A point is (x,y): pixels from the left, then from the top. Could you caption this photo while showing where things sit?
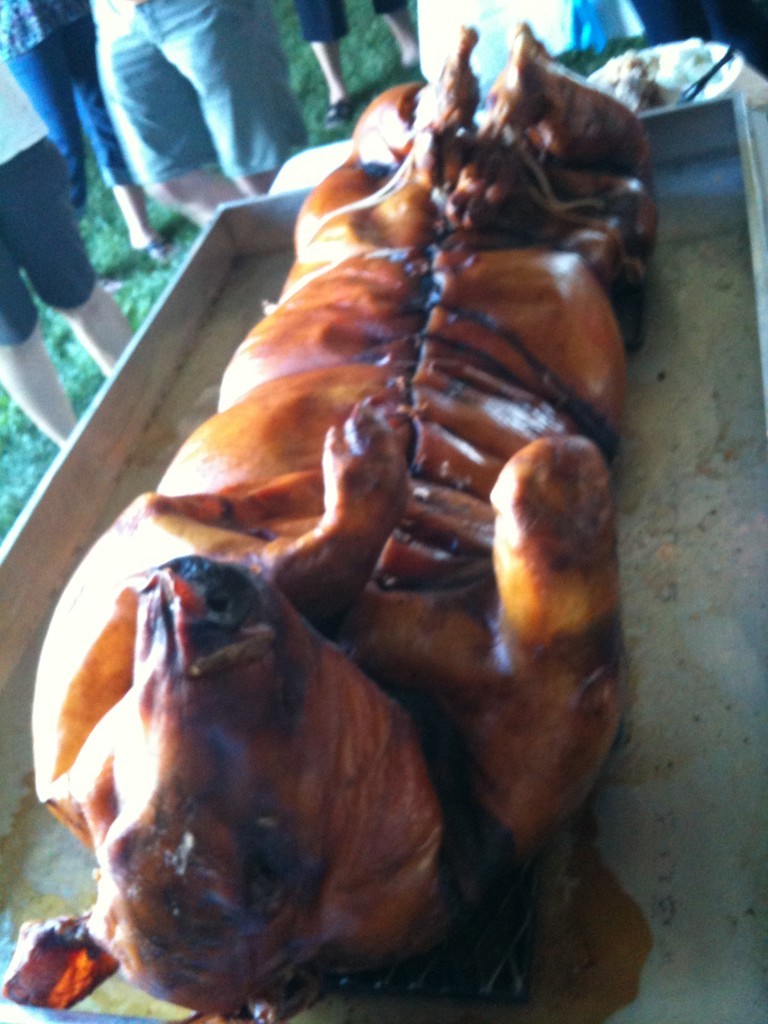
In this image we can see the suckling pig (562,599) on the metal plate (621,558). Here we can see a few persons (141,26) standing on the grass (323,124) on the top left side (143,161).
